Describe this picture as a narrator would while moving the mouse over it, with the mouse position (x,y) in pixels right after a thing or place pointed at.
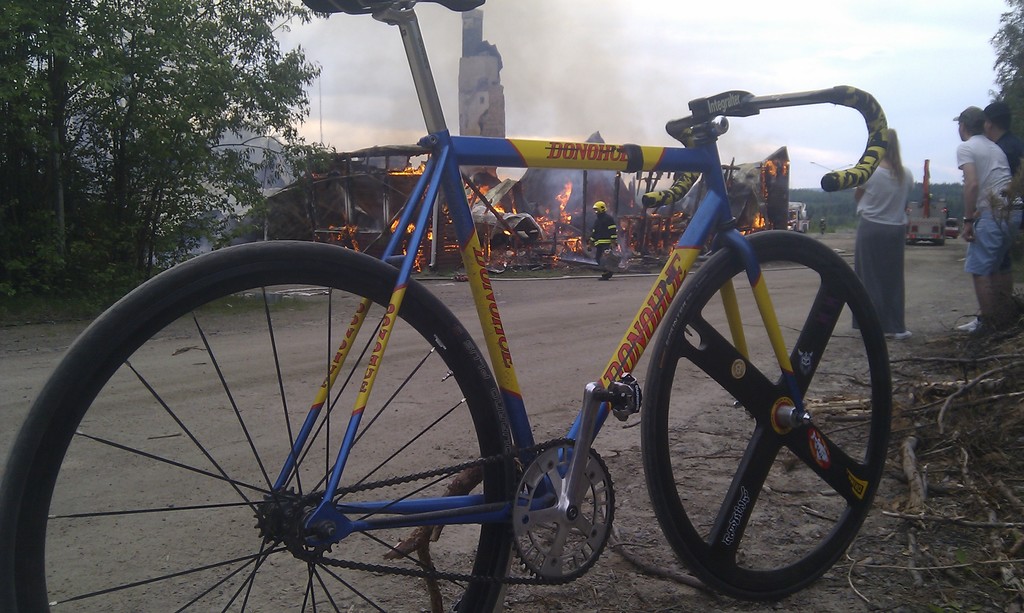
There is a bicycle (422,309) in the foreground (430,447). In the right (890,221) few people (878,203) are standing. In the background (396,209) there are trees (107,110), a building (638,237) is on fire (662,218). Few firemen (607,236) are at the place. There is smoke (576,18) in the sky (618,82). Few vehicles (928,203) are moving on the road (905,261).
